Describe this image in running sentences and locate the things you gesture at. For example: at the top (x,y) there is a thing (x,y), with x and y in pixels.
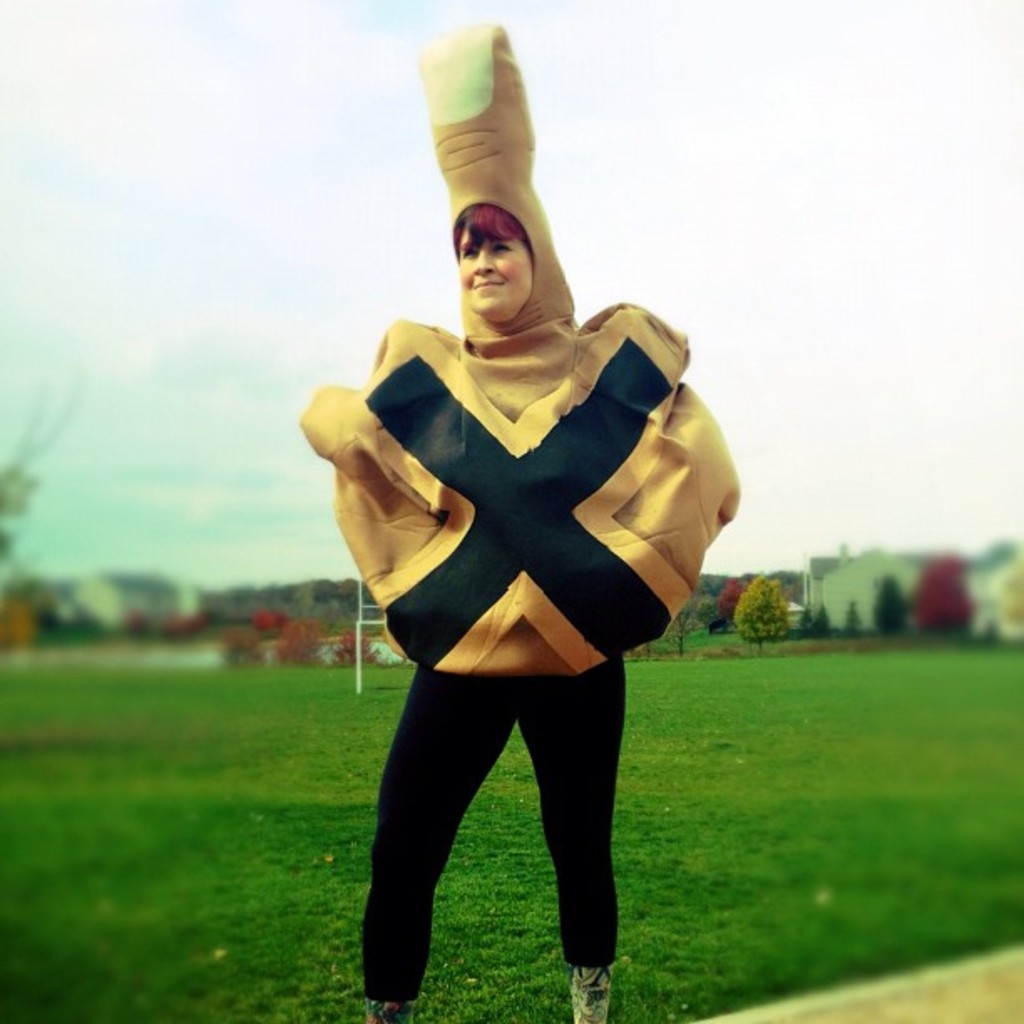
In this image there is a person (374,900) standing on the grass (489,900) wearing drama costume (676,597), behind her there are some trees (23,593) and other things (997,597).
